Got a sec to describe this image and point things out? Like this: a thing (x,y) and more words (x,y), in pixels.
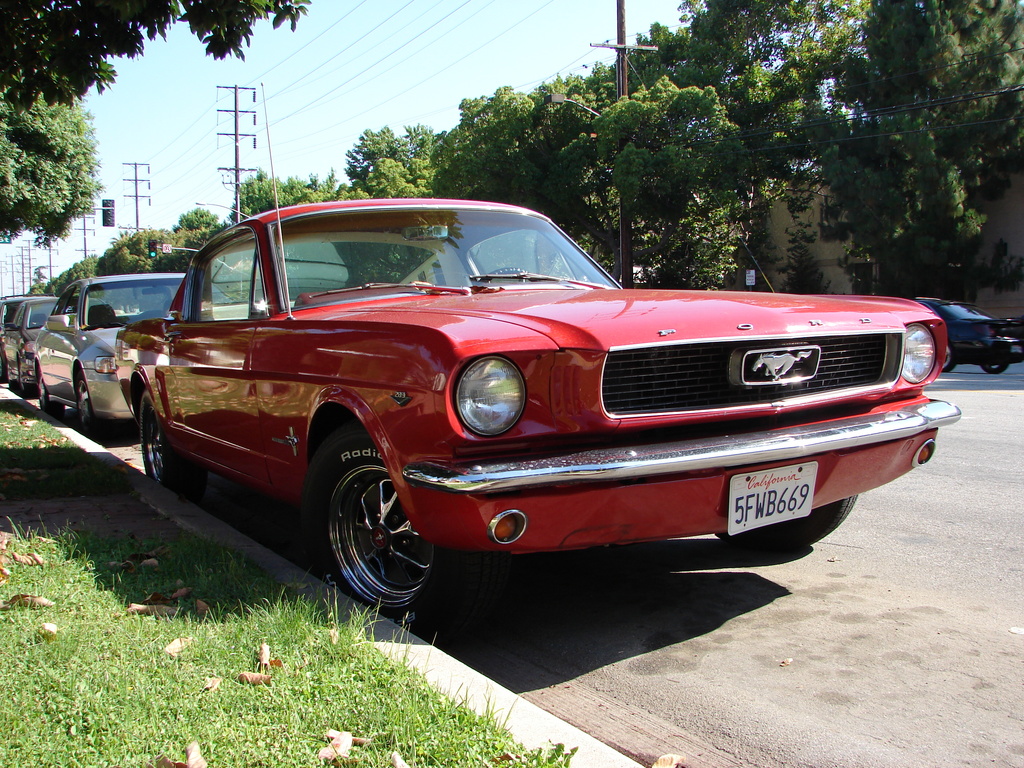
This image is clicked outside. There are cars (434,454) in the middle (548,412). There is a red car (637,417) in the middle (647,381). There are trees (477,170) in the middle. There is sky (277,46) at the top (367,91).
